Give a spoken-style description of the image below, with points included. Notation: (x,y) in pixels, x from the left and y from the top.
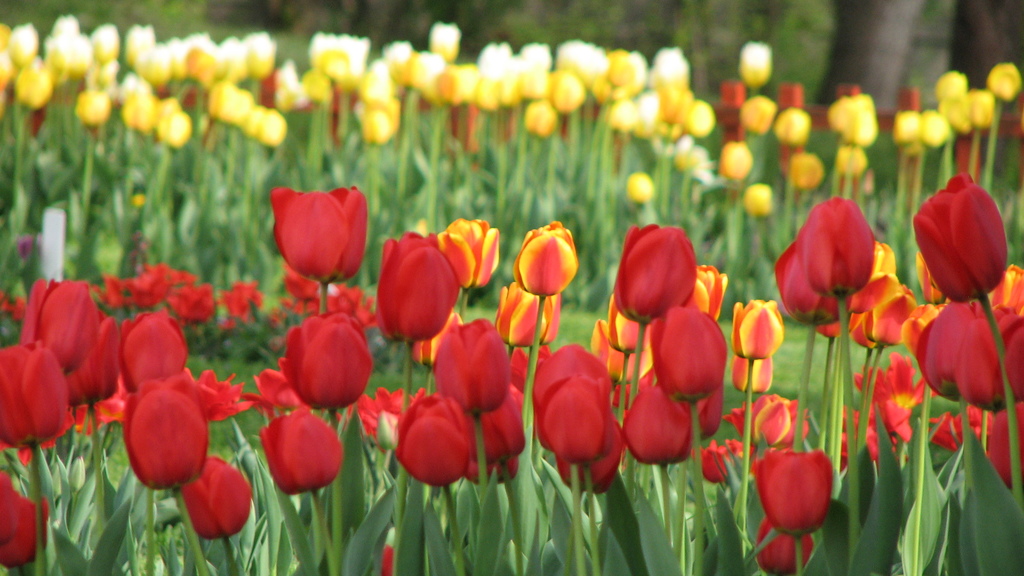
In this image there are red color flowers (540,397) at the bottom (414,424). In the background (631,118) there are yellow color flowers (536,116). At the bottom (529,516) there are plants (462,519) to which there are flowers (562,349).
